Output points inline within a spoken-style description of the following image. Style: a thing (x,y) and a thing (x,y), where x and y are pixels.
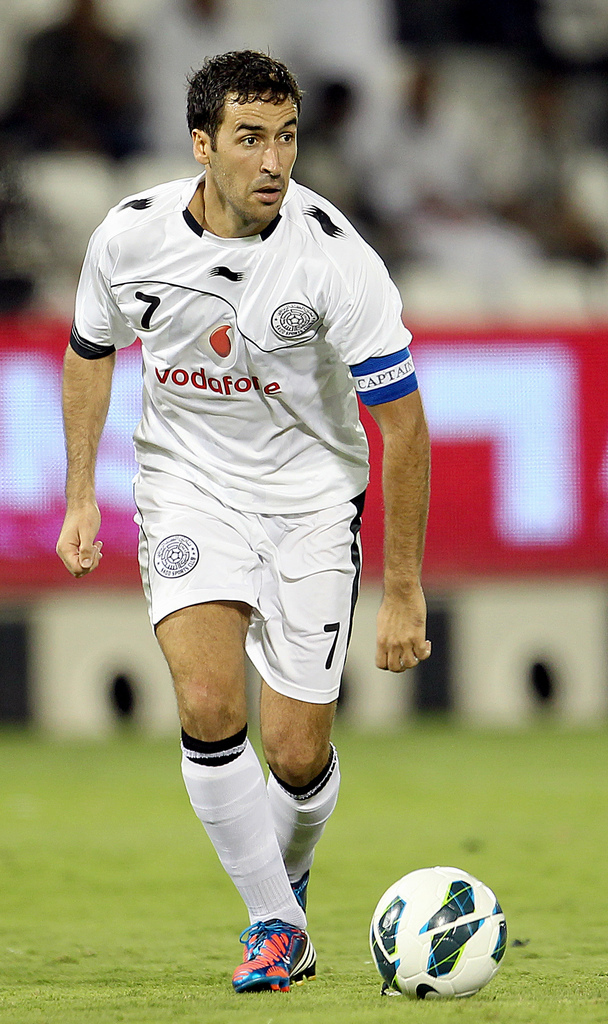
In this image I can see a person (270,750) standing and the person (362,298) is wearing white color dress (315,343). I can also see a ball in white color and I can see blurred background (595,688).
